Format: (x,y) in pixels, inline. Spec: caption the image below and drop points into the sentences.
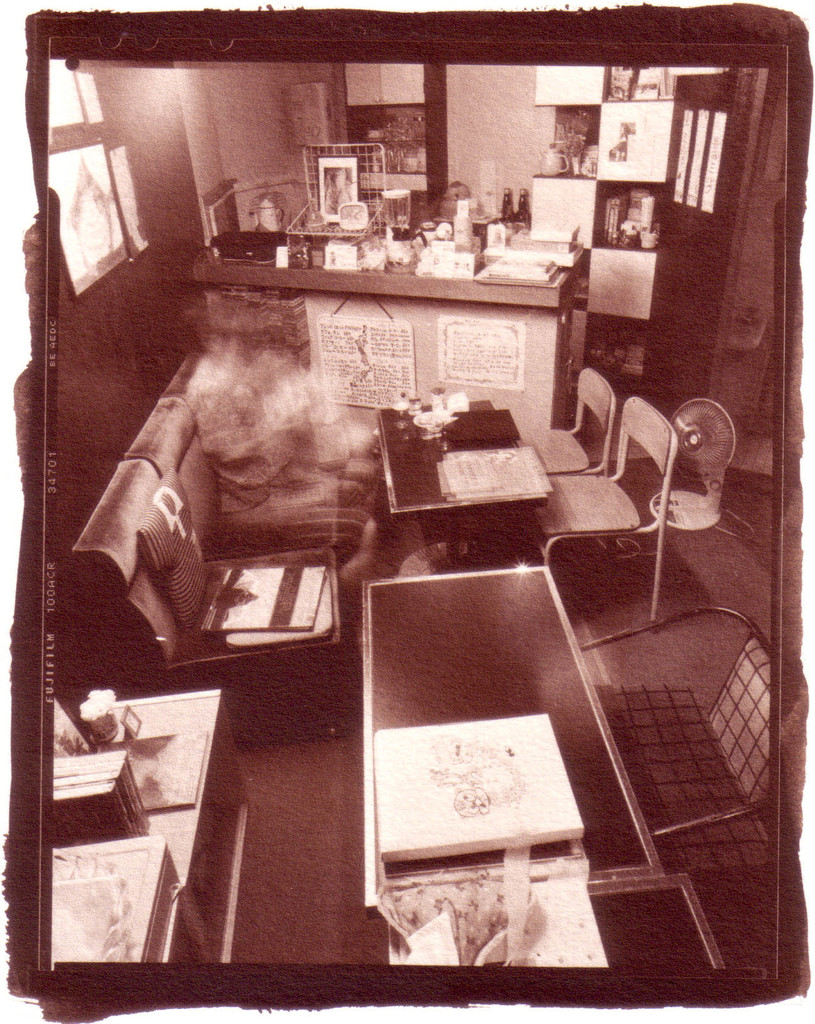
In this picture we can see some tables (427,617), chairs (659,421) beside there is one counter (389,283) on it some objects (312,267) are placed.
